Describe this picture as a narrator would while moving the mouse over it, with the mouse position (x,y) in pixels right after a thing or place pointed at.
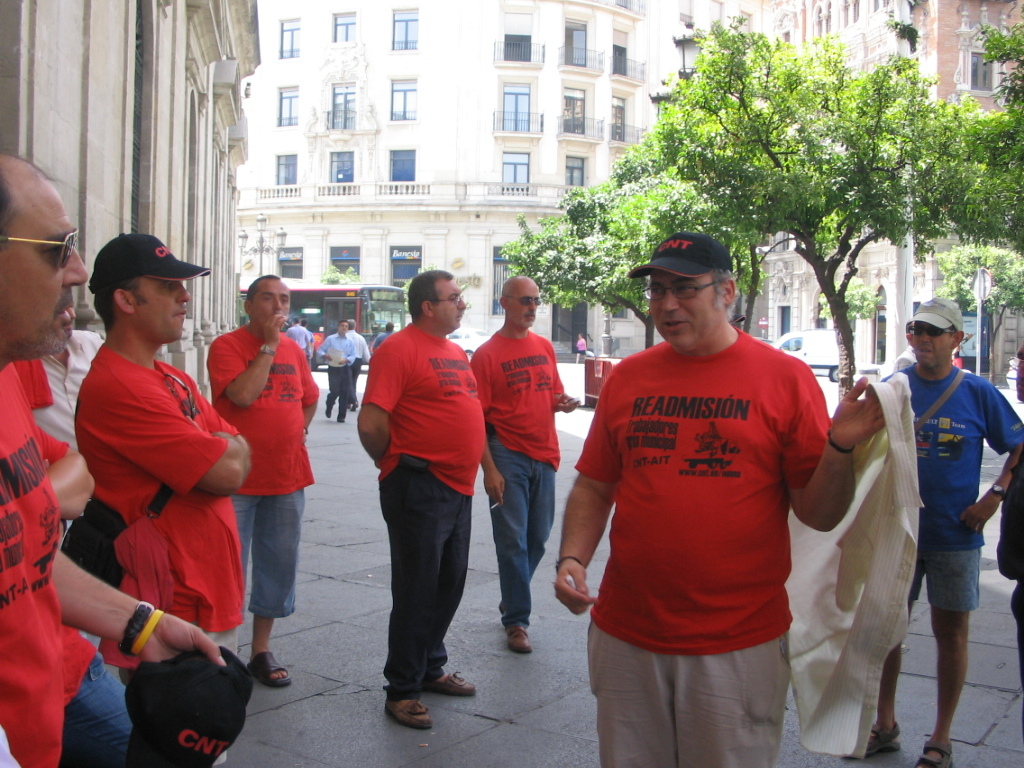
In the picture I can see a few persons (136,333) standing on the side of the road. They are wearing a red color T-shirt (478,380). I can see a man (762,474) on the right side (770,437) is having a conversation with a man (117,420) on the left side (120,432). I can see the trees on the right side (751,166). I can see a man (294,519) on the left side (261,381) and looks like there is a cigarette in his right hand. In the background (201,361), I can see the buildings (223,323) and glass windows (622,73). I can see a bus (337,308) on the road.
